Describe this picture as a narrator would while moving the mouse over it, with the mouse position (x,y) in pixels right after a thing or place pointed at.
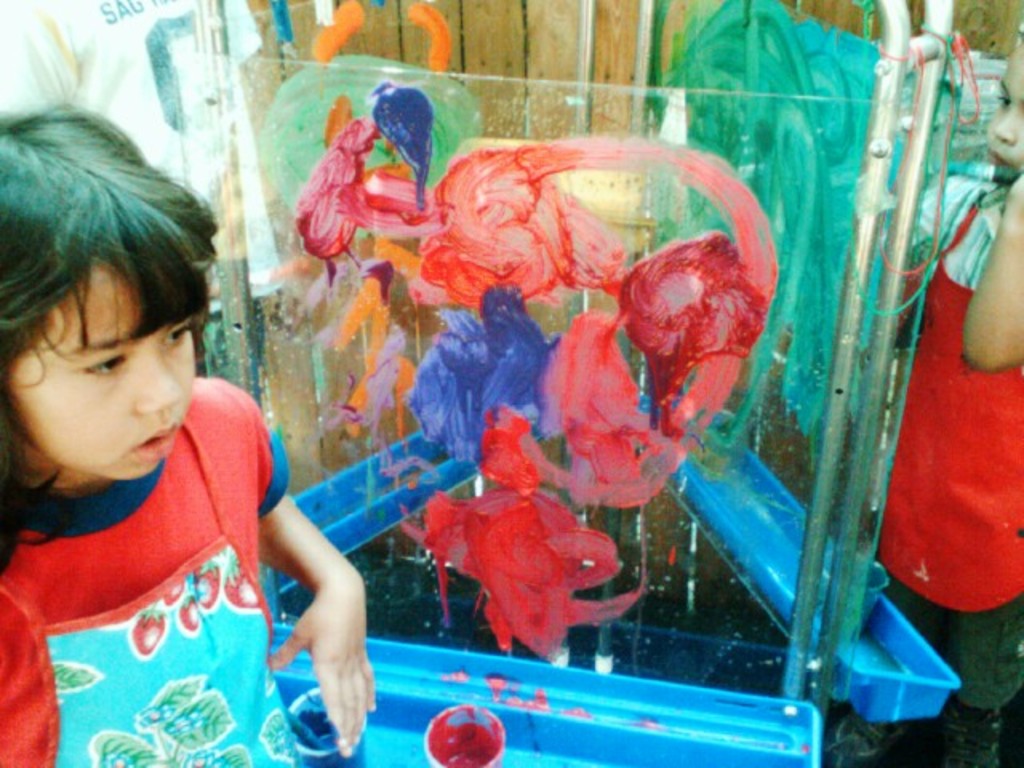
In this image I can see two children (890,522) wearing white, red and blue colored dresses (1007,580) are standing. I can see the glass surface (864,581) and blue colored object (545,699) in front of them. On the glass surface (809,214) I can see the painting (544,185) and few paint bowls (433,723) on the blue colored object (469,697). In the background (504,16) I can see the wooden wall (505,49) and a person (150,50) wearing white colored dress (130,64).
